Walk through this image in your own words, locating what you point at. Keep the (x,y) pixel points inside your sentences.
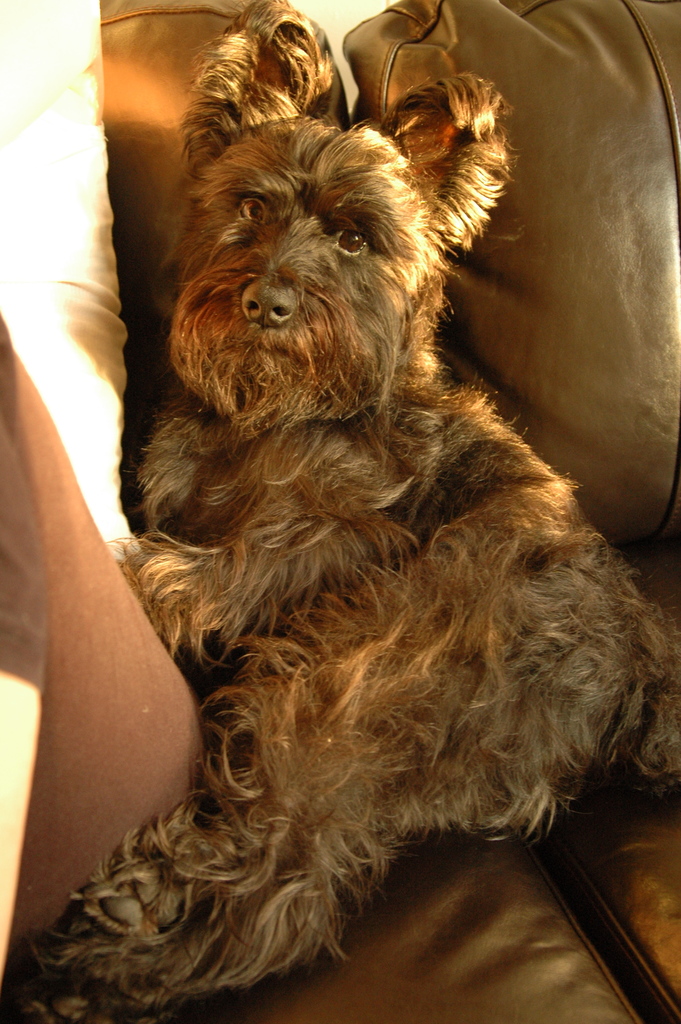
In this picture we can see a dog (433,145) and there are pillows (474,294).
